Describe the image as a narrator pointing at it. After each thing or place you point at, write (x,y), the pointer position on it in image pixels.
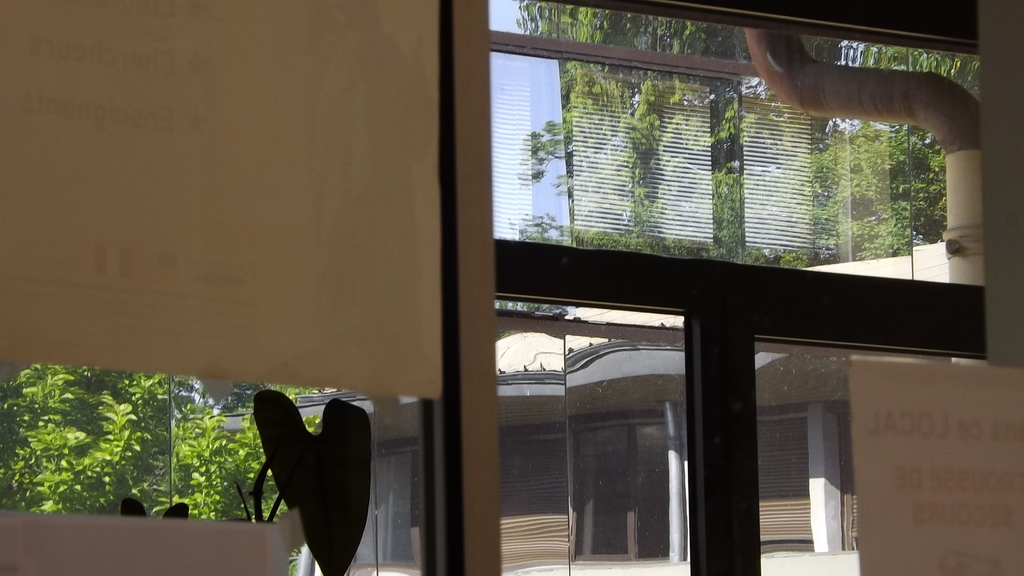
This picture seems to be clicked inside the room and we can see there are some objects (309,500) and we can see the windows (561,440) and through the windows (617,286) we can see the sky (556,115), trees (42,403), building (788,392), shutters (547,478) and some other objects (362,415) and we can see a pipe (895,82) and many other objects (940,505).
